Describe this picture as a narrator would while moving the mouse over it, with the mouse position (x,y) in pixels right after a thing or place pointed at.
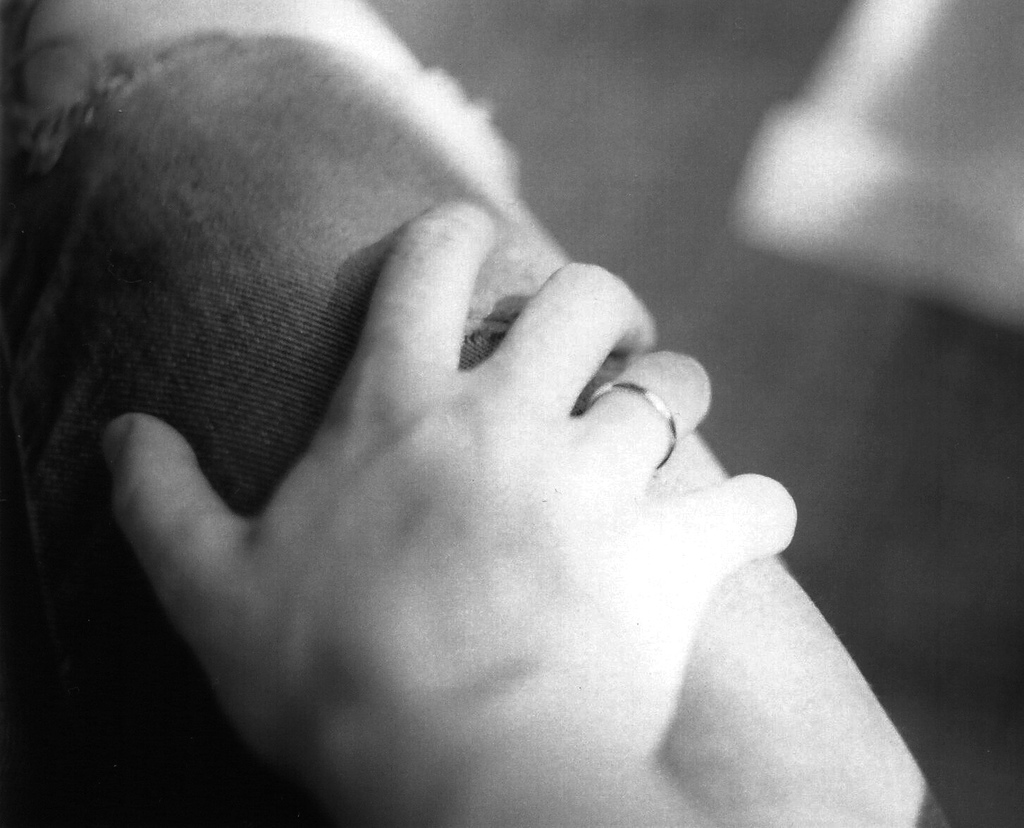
In this image in the center (408,531) there is one person's hand (486,410) is visible, and the background (620,168) is blurred.
